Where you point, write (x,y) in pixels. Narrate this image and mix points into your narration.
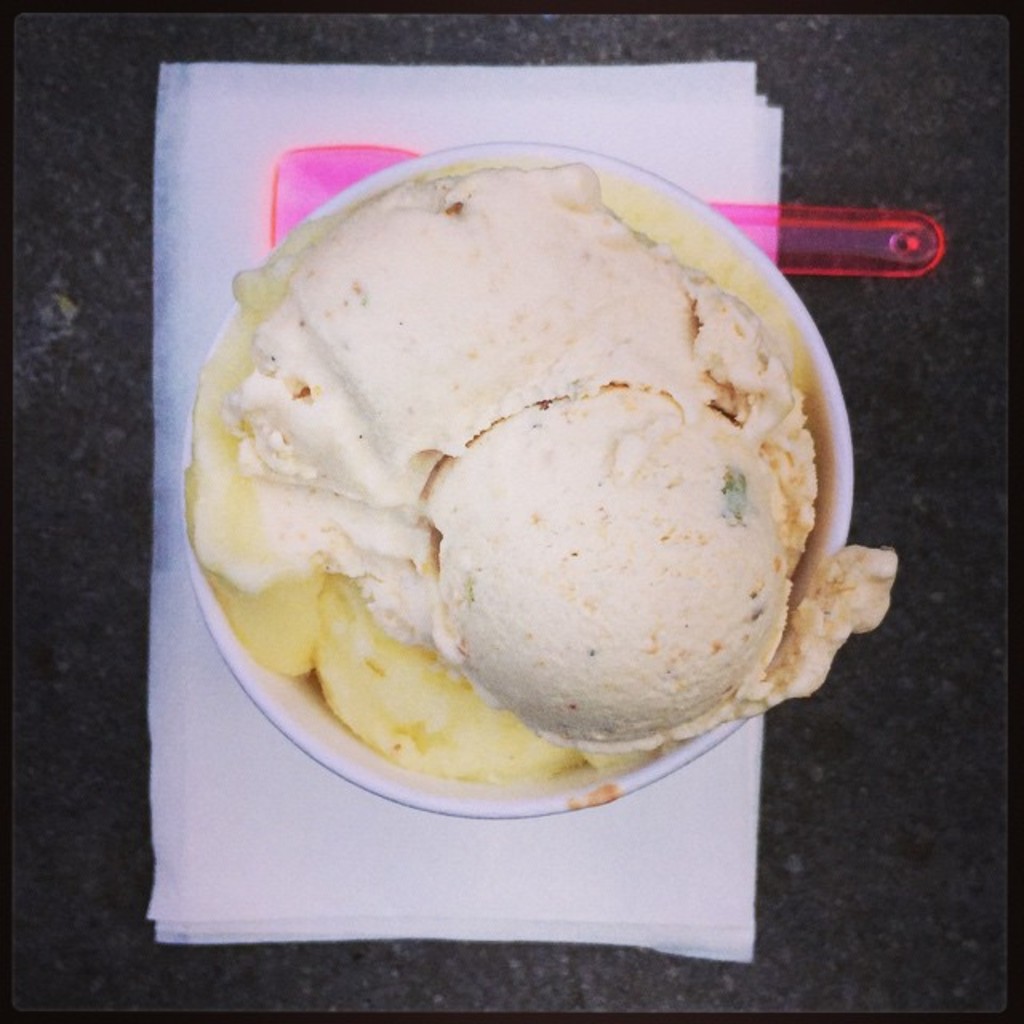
In this image there is a bowl (363,768) and a spoon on the paper (258,853) which is on the stone slab (814,27). Bowl (543,755) is having some ice cream (454,533) in it.
